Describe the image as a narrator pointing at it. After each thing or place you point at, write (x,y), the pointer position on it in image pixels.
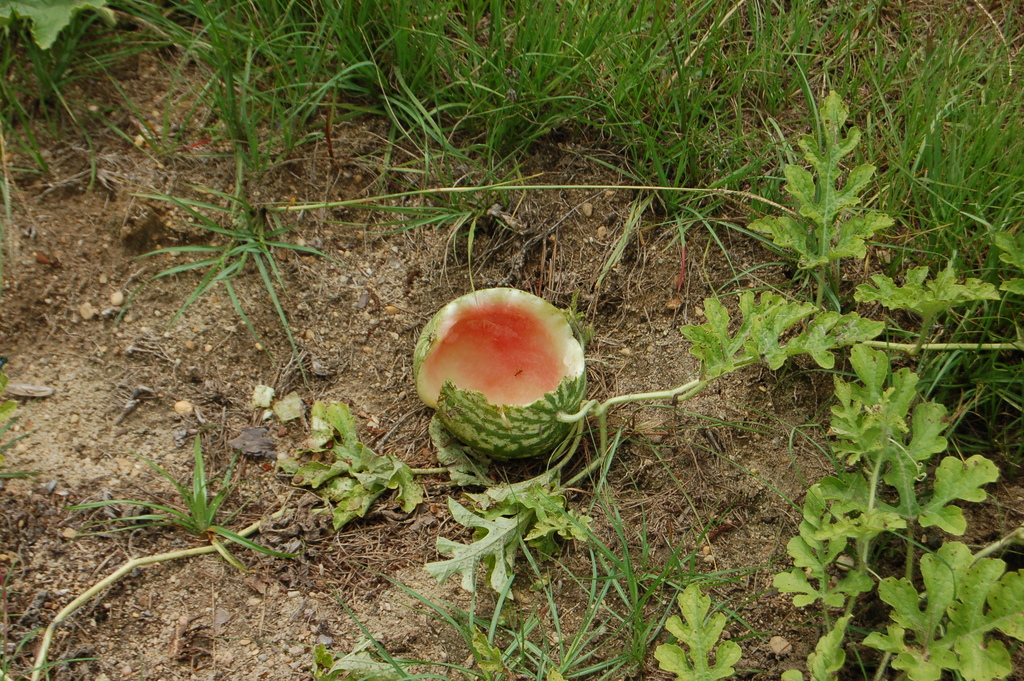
In this image we can see a watermelon (468,438) to a plant (709,382). Around the watermelon (475,394) we can see the grass (804,49).
